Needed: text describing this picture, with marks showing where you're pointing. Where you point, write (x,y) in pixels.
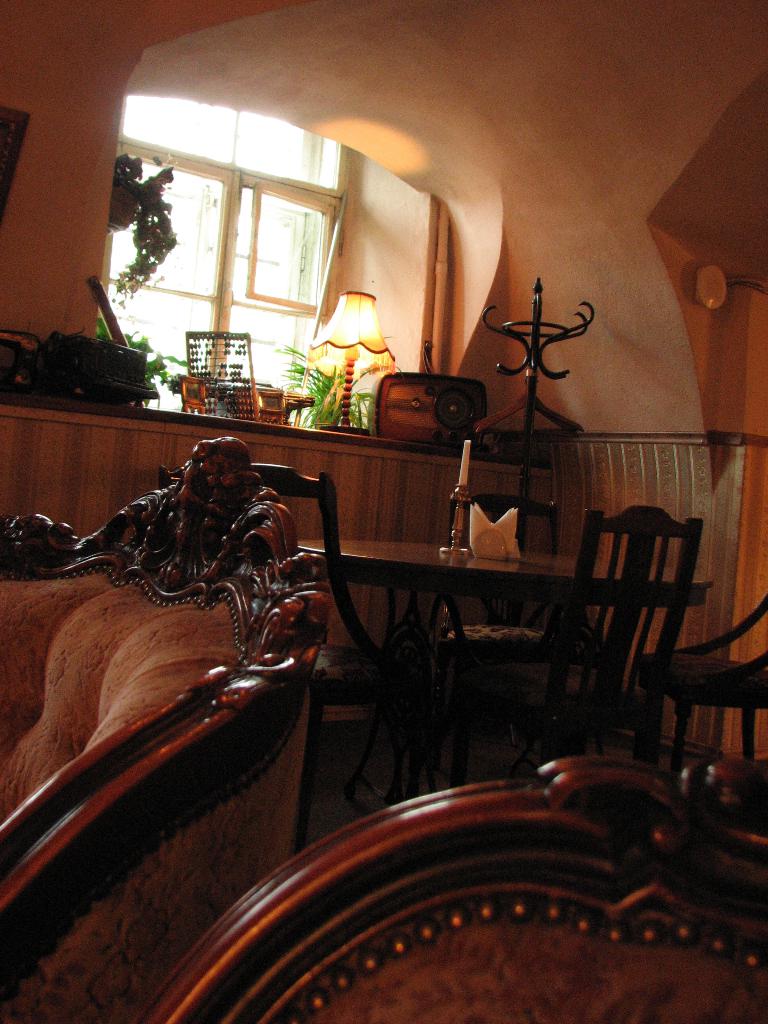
In this image we can see couches (479,802), chairs (558,654) and few objects (464,510) on a table (491,566). Behind the chairs (652,669) we can see a wall (141,433), stand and few objects (345,364) on a wooden object (362,483). In the background (261,369), we can see the plants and a window (227,295).
